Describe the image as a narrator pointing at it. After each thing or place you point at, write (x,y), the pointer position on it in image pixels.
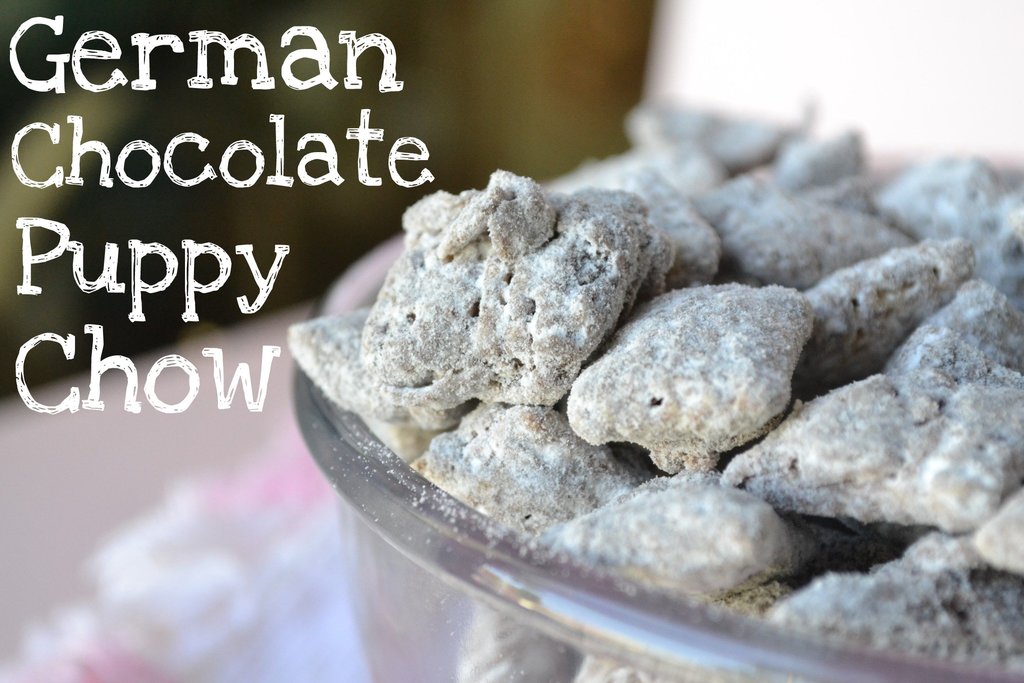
In this image we can see there is a bowl (391,249) full of german chocolate puppy chow (649,236).
